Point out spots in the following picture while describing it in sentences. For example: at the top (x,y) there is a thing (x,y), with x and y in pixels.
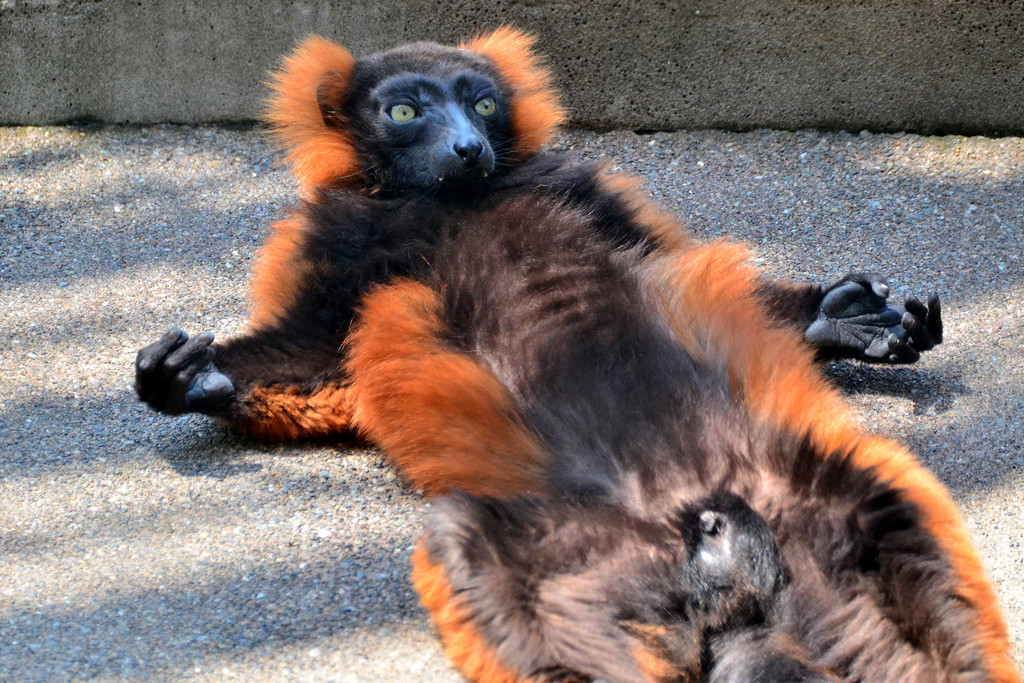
In this picture there is an animal (516,330) on the road (283,181), which is in orange and black.
